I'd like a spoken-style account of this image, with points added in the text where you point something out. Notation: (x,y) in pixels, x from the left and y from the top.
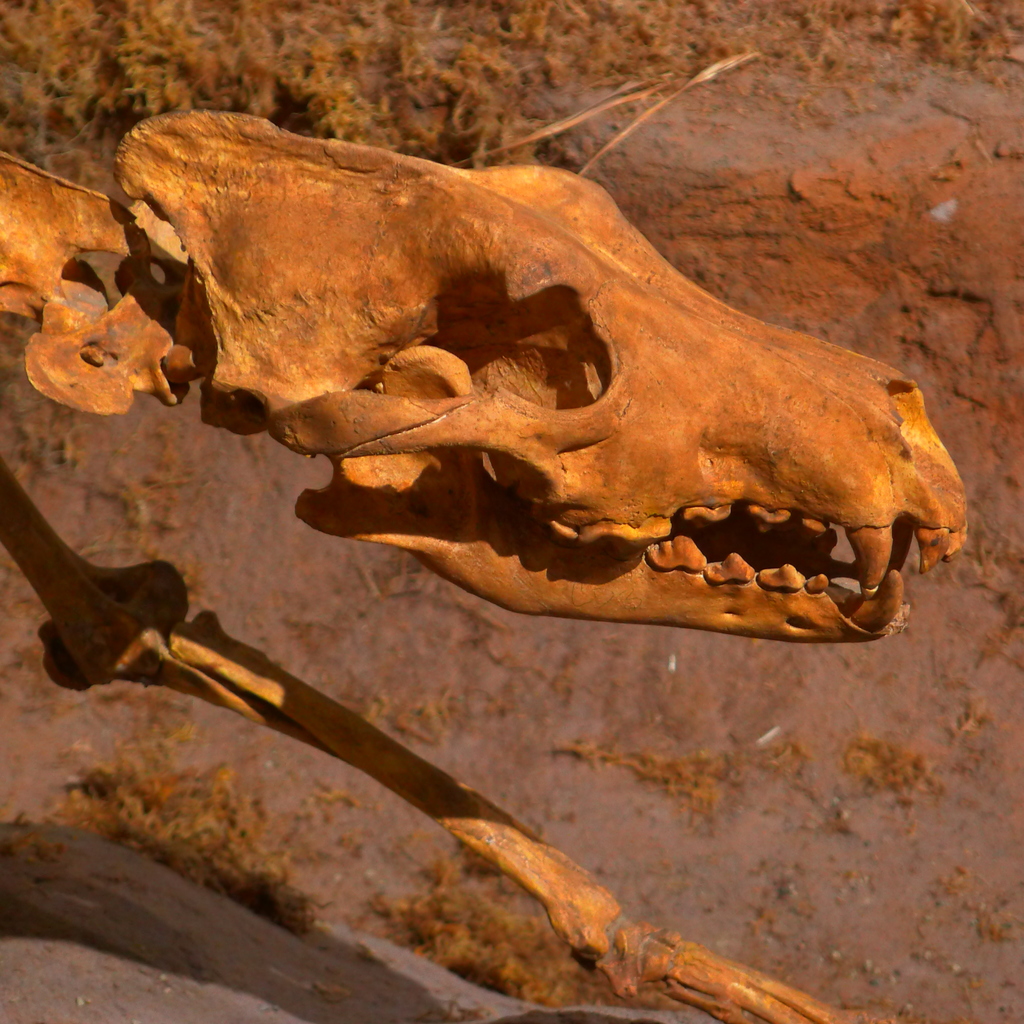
In this image there is one animal skeleton (329,199) is visible, and in the background (248,785) there are some plants (201,795) and mud (379,724).
